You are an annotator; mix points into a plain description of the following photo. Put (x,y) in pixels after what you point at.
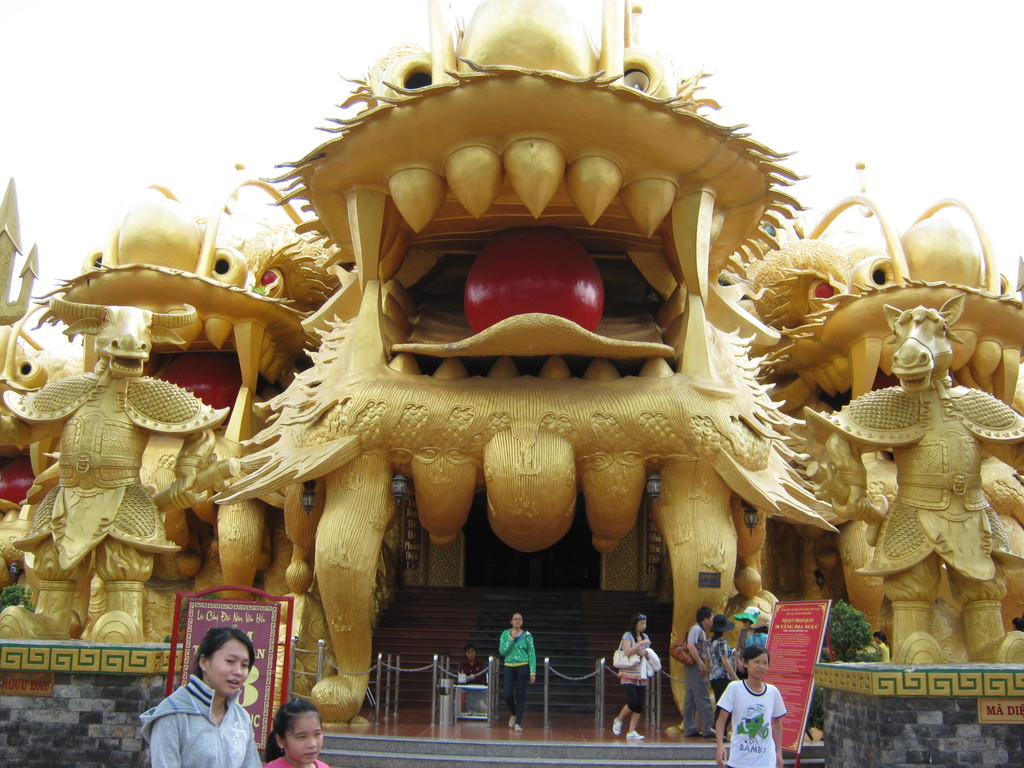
In this picture we can see the golden color dragon building (461,493) in the front (677,686). Behind we can see some steps (575,666) and two women (636,712) standing on it. In the front (189,729) bottom side we can see a woman (203,735) standing and looking into the camera.
